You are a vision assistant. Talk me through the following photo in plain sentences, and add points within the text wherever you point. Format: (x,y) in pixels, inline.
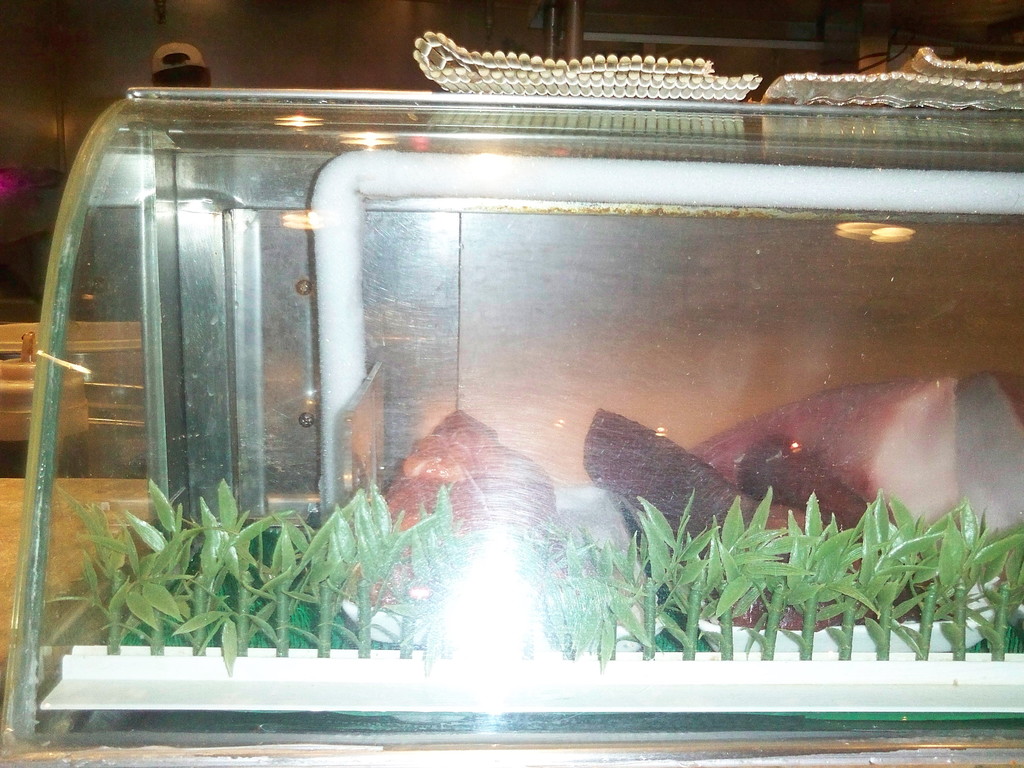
In this image we can see food items (655,499) and depictions (148,528) of plants (241,642) placed in a glass object (644,345). In the background of the image (161,78) we can see a person (171,64) wearing a cap (167,59).
